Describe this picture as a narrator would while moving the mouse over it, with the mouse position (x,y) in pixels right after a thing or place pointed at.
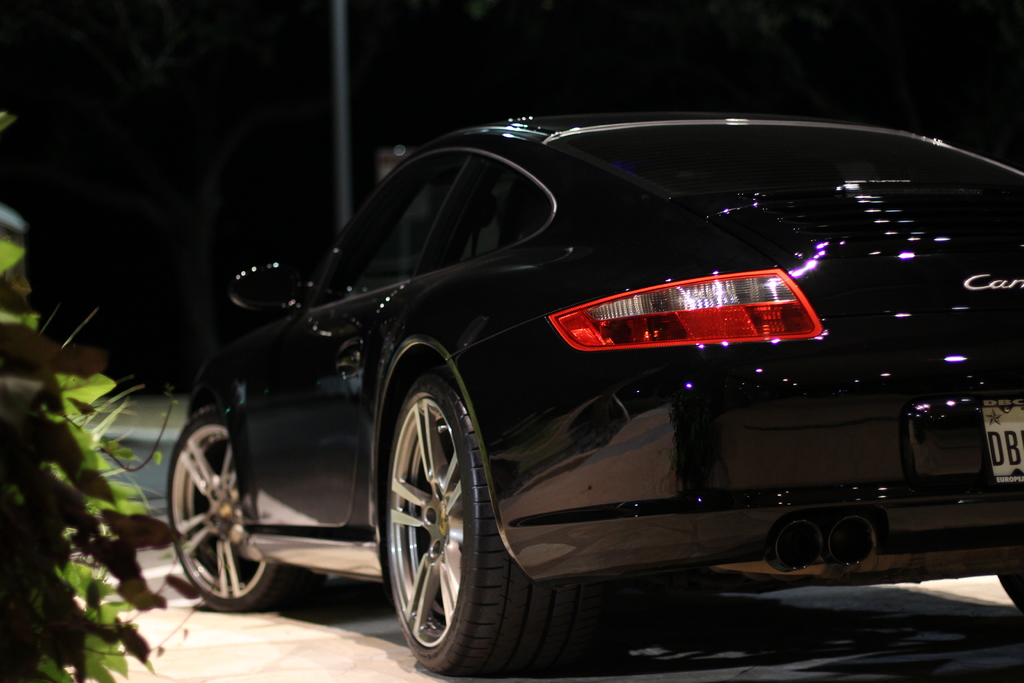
There is a black color car (730,400) on the road (641,655) and on the left (20,511) we can see a plant (25,408). In the background (238,44) the image is dark but we can see a pole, tree (212,163) and an object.
